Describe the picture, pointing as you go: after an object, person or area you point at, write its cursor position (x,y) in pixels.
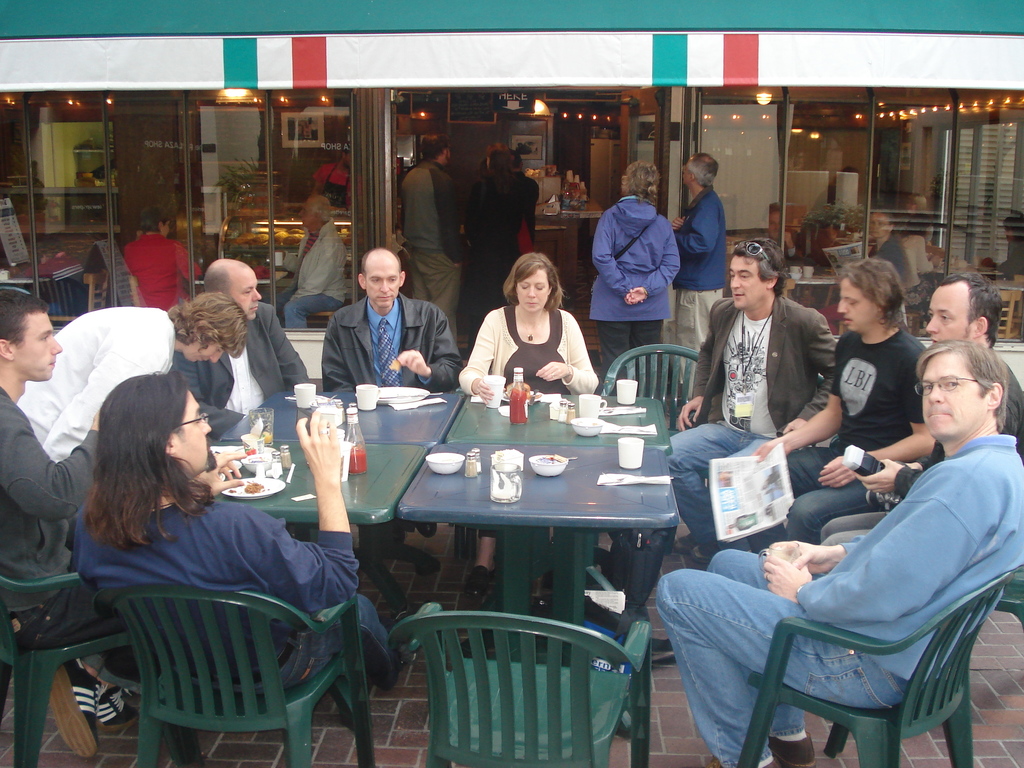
There are many people (372,639) sitting on the chair (963,657). In front of them there is a table (412,452) with bowls (442,454), cups (495,472), papers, bottle (523,408), tissues (647,481) and a plate (391,397) on it. And in the background (239,117) there is a store (407,164). In front of the store (128,156) there are some people (609,236) standing.
